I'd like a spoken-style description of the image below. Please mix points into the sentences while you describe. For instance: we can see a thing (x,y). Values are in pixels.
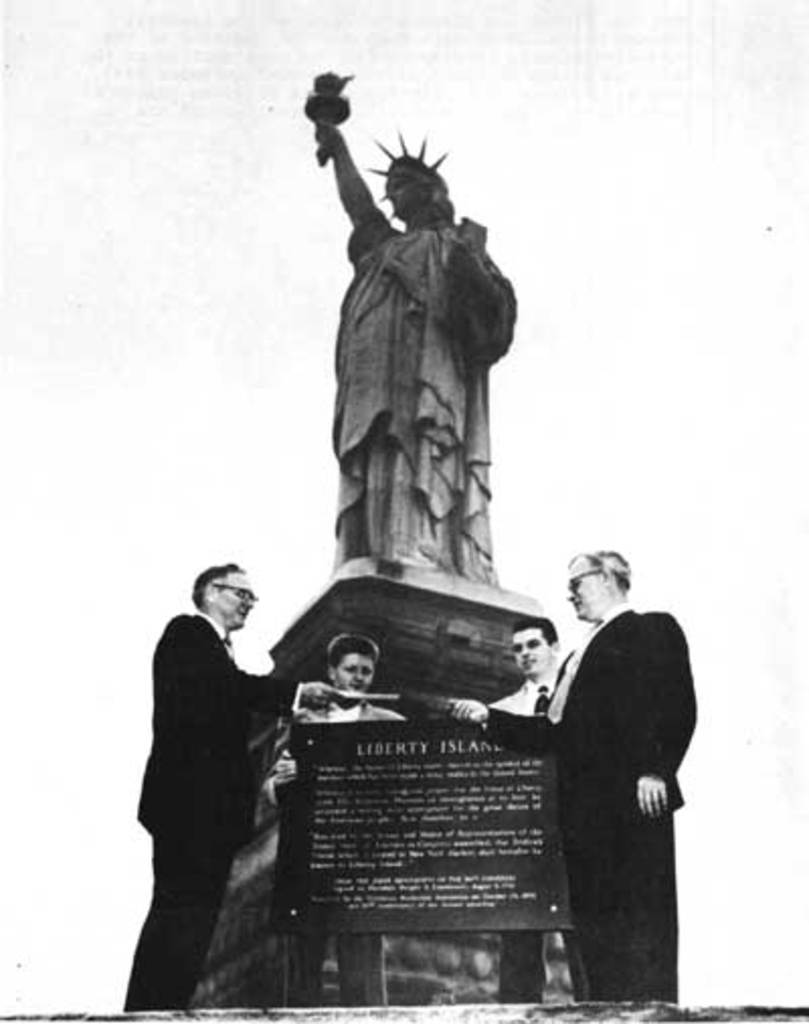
In the image in the center (354,682), we can see a few people (368,699) are standing. And we can see the liberty statue (413,626) and one banner (417,748).
